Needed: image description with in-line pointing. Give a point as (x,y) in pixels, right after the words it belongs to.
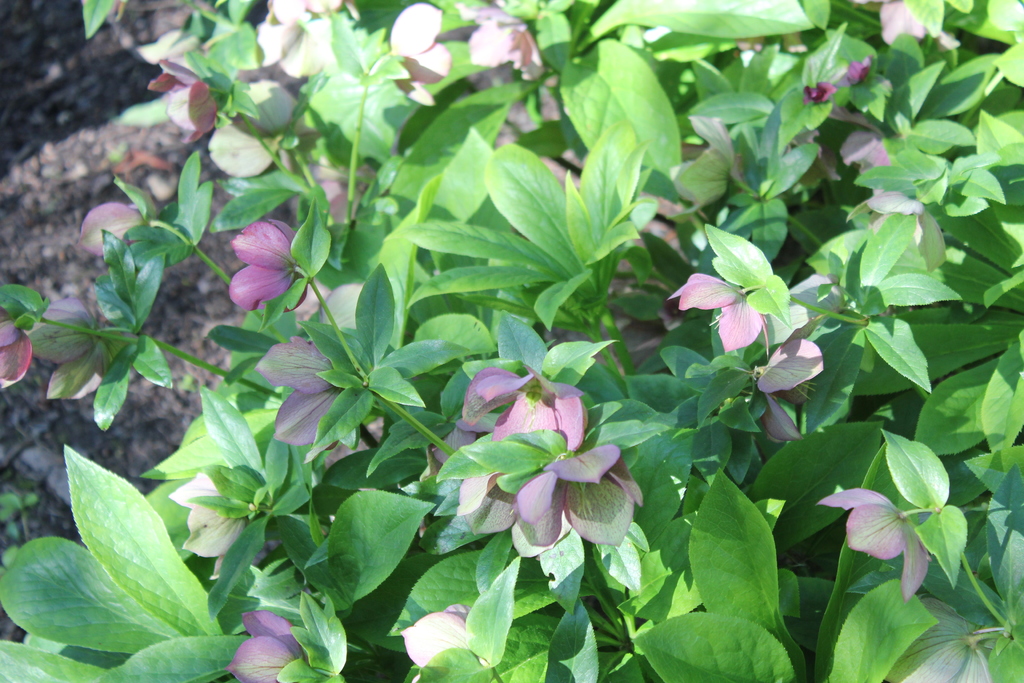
In the image there is plant (43,306) with many green and violet color leaves (146,527).
